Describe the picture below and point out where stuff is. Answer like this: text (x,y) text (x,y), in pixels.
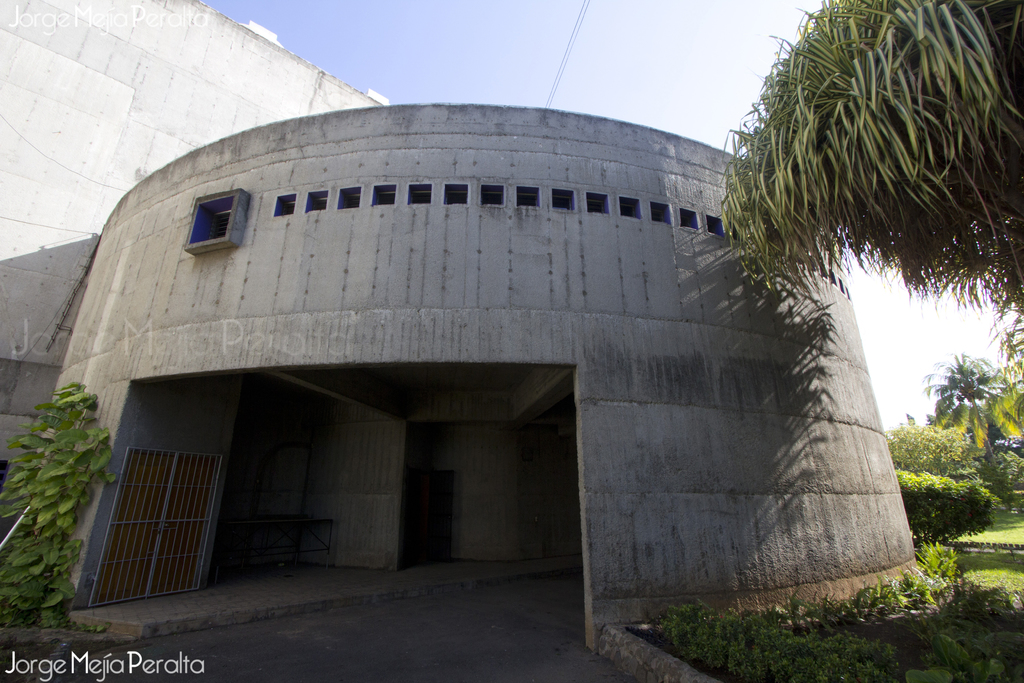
In this image we can see a building (190,297). There is a plant (41,523) on the left side of the image (26,610). On the right side of the image (899,597), we can see plants (945,597), grassy land (981,559) and trees (965,113). In the background (729,138), we can see the sky (868,272). There is a watermark (172,672) in the left bottom of the image (159,669).
